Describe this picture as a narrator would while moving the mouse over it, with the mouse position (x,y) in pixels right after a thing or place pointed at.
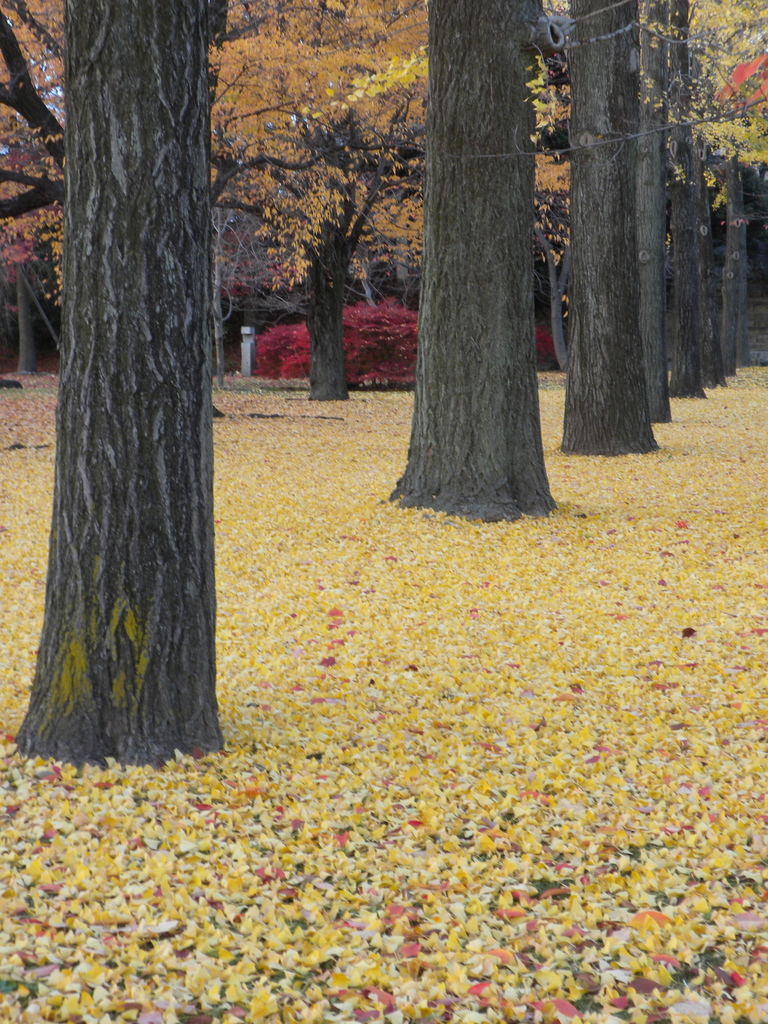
In this image there are trees (419,306). At the bottom (92,888) there are fallen leaves (426,607).
